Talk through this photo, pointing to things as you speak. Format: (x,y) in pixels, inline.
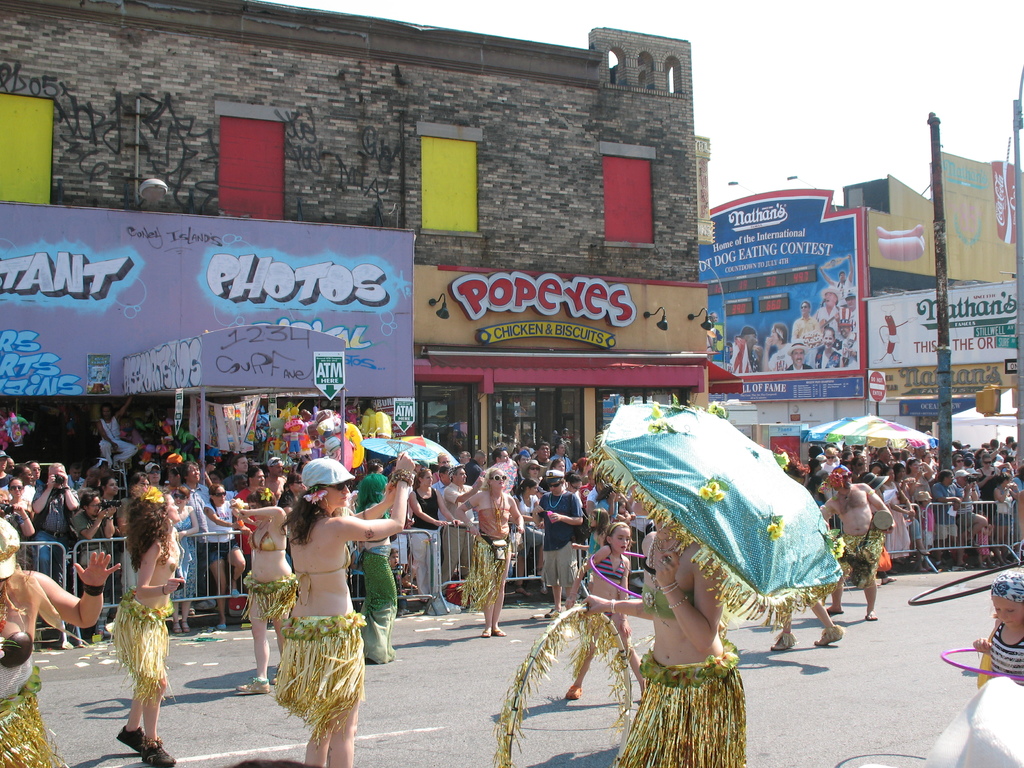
This picture is clicked outside. In the foreground (136,664) we can see the group of women (346,583) seems to be dancing on the road (537,739) and we can see the umbrellas (766,498), metal rods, group of persons (557,516), poles (1023,413) and we can see the text (534,302) on the banners (551,322) and we can see the pictures (788,327) on the banners (842,336). In the background (774,151) we can see the sky (785,81), buildings (56,189), metal rods (535,546), group of persons (297,479) and many other objects (265,418).
